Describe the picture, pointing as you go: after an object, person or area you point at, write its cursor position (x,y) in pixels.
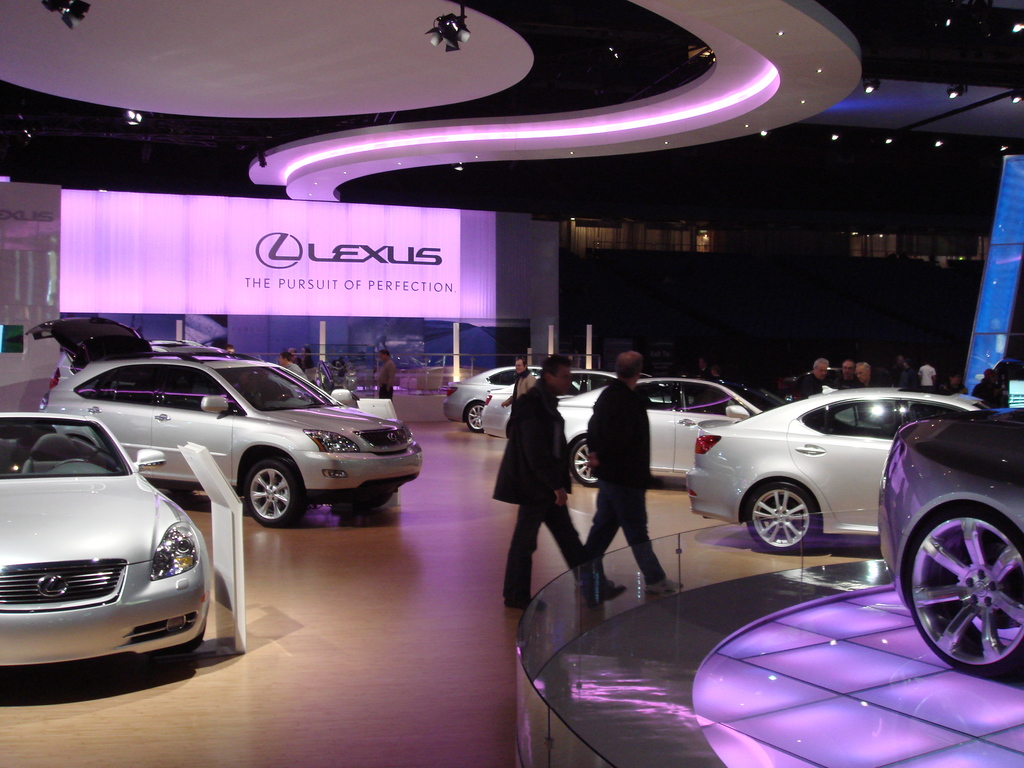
In this image there are vehicle (576,378), in the middle (626,410) there are people (636,421) standing, at the top (265,63) there is a ceiling (425,59), in the background (109,293) there is a banner (90,285), on that banner (401,285) there is some text (383,283).
